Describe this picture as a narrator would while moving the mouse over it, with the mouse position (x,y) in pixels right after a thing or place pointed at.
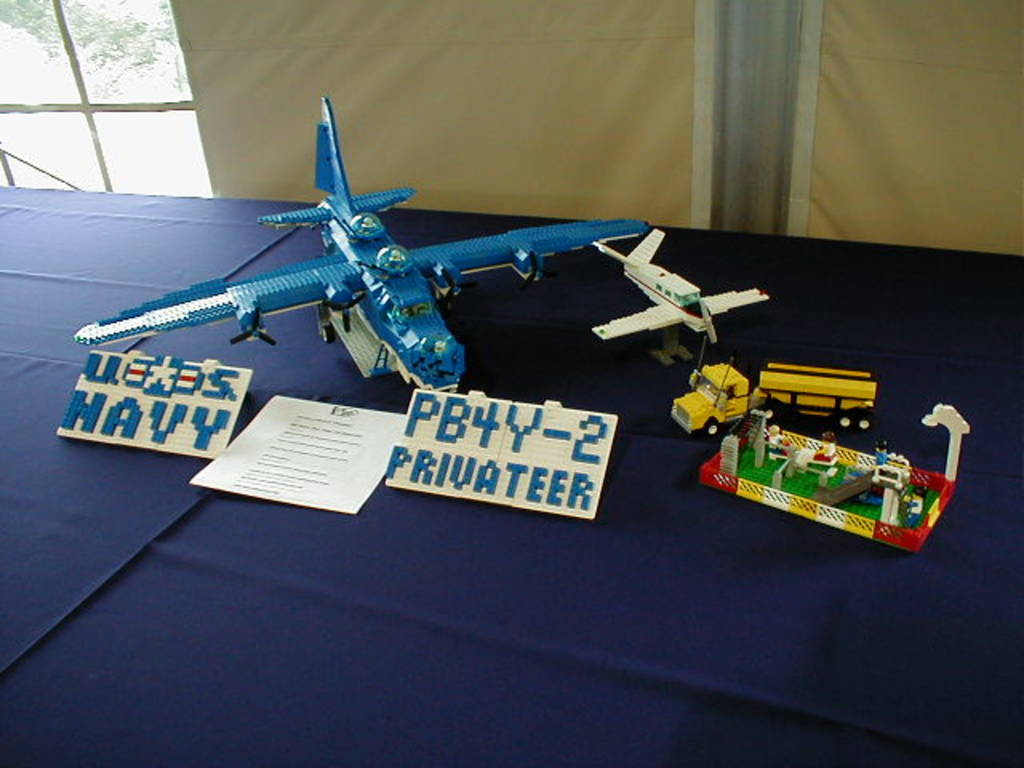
In the background (104,56) we can see the glass window (93,42) and a cloth (1007,122). On a blue cloth (932,615) we can see toys (946,494), paper note (284,471) with some information (292,448) and boards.
